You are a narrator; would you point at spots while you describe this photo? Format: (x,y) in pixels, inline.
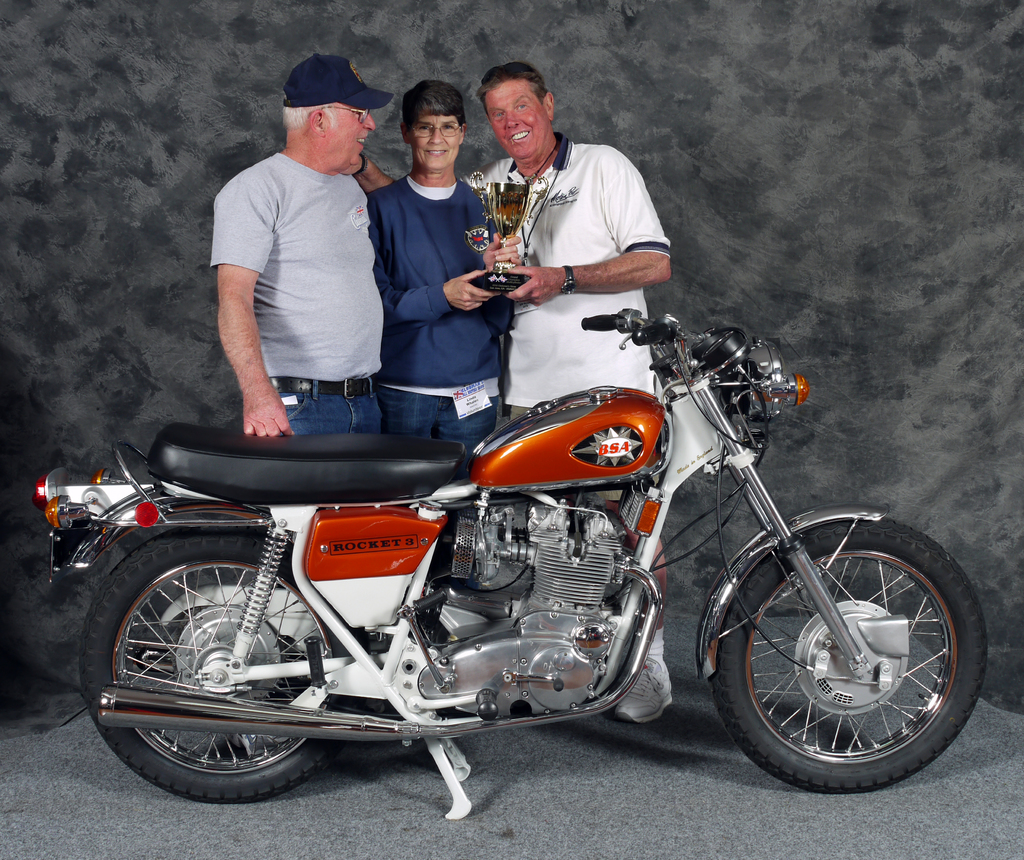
In this image I can see a motorcycle (289,651) in the front (397,555) and behind it I can see three people (378,205) are standing. I can see the right two of them are holding a cup (496,192) and I can see smile on all of their faces (515,99). I can see the left one is wearing a cap (303,84).
